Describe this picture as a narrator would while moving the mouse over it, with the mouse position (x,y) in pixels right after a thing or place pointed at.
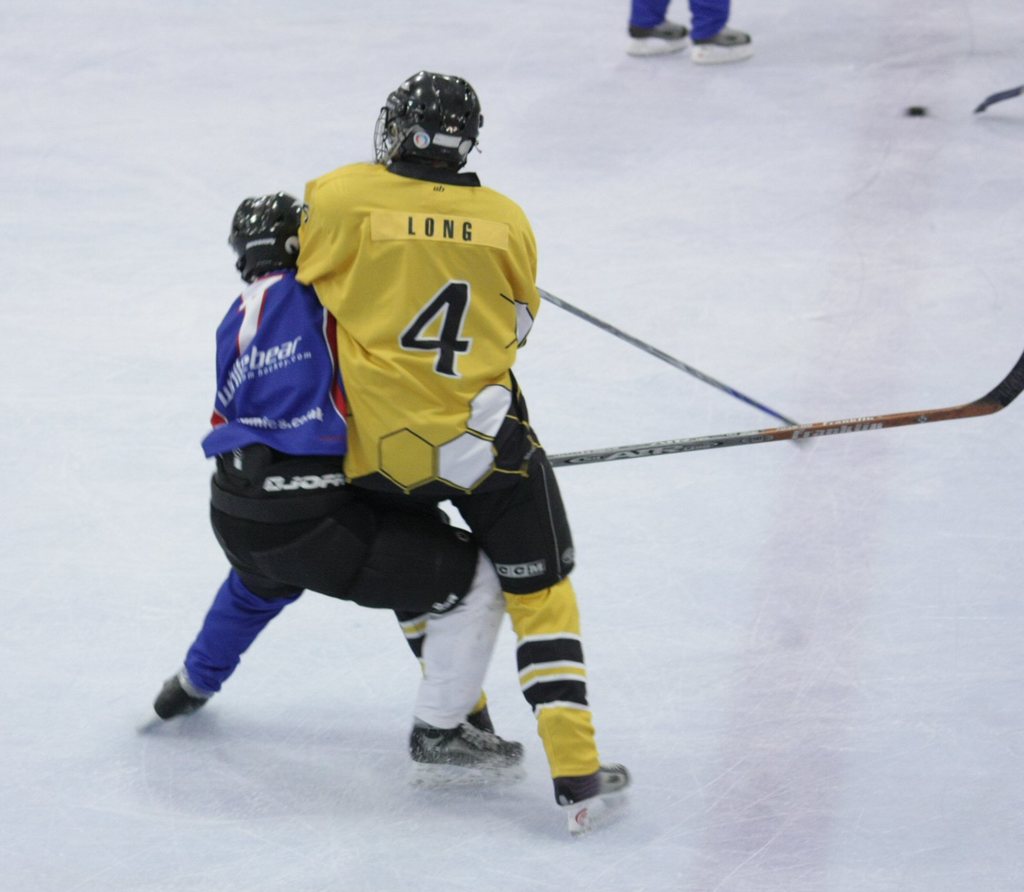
In this image I can see people (432,522) wearing skate shoes (174,706), helmets (418,114) and holding sticks (822,434). Land (129,131) is in white color. At the top of the image (740,59) I can see the legs (708,13) of a person (672,45).
